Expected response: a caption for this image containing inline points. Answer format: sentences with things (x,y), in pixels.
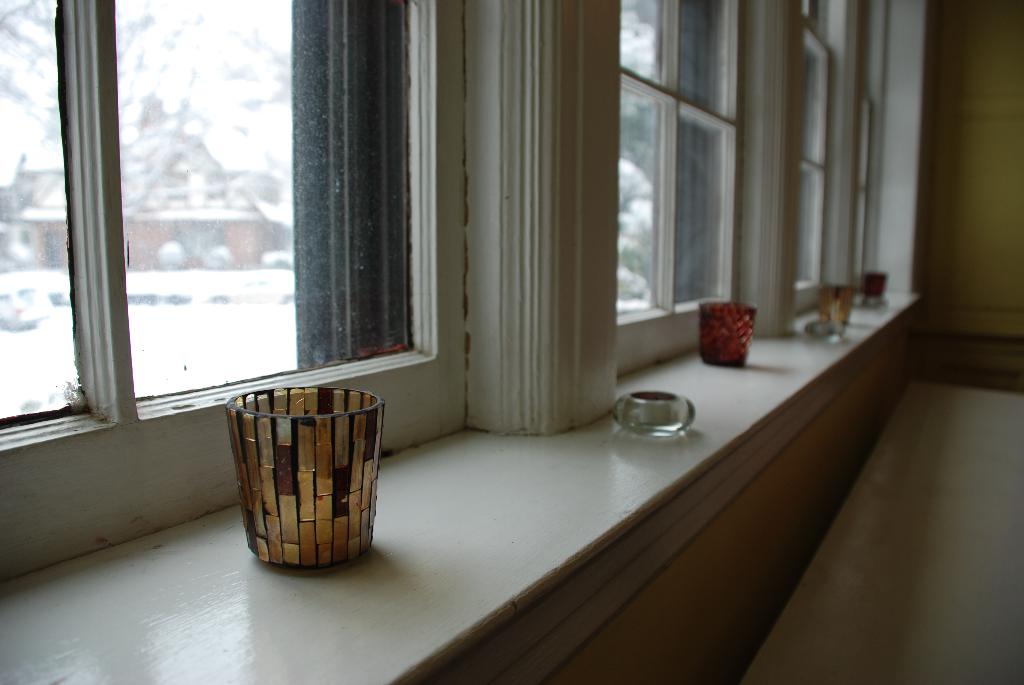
In this image there are windows (726,227), in front of windows (28,368) there are some objects (297,449), glasses (317,447) kept on the wall (284,597), on the right side (1003,193) there is a door (1003,233).
